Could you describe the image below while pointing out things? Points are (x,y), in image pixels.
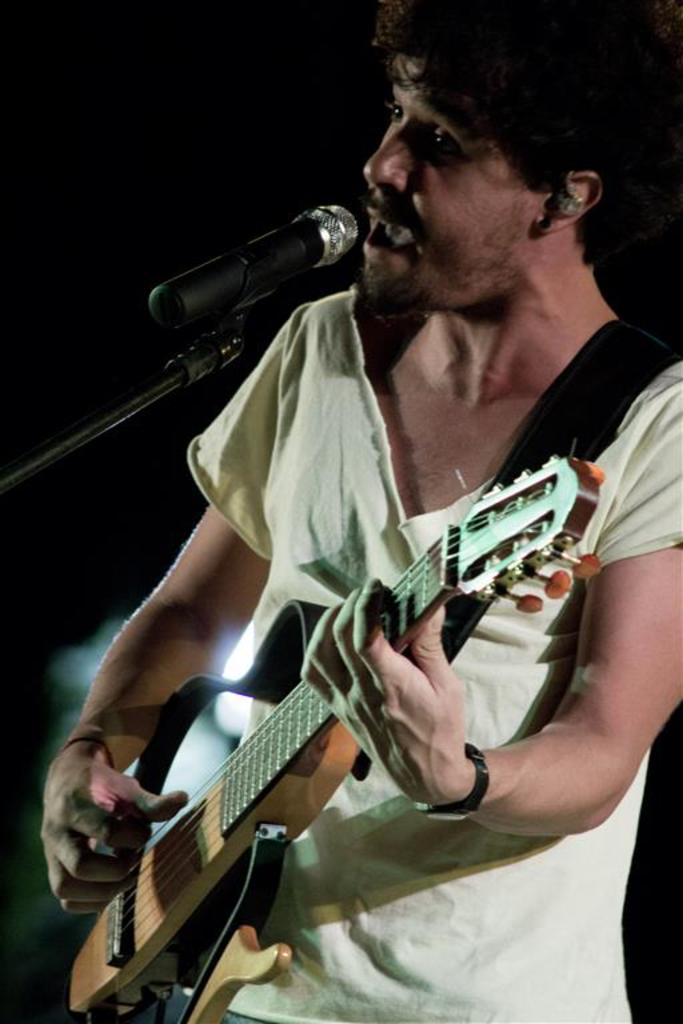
In this picture there is a boy (512,1009) who is singing at the right side of the image (565,390), by holding a guitar (125,944) in his hands (96,884) and there is a mic (239,345) at the left side of the image (195,375).
